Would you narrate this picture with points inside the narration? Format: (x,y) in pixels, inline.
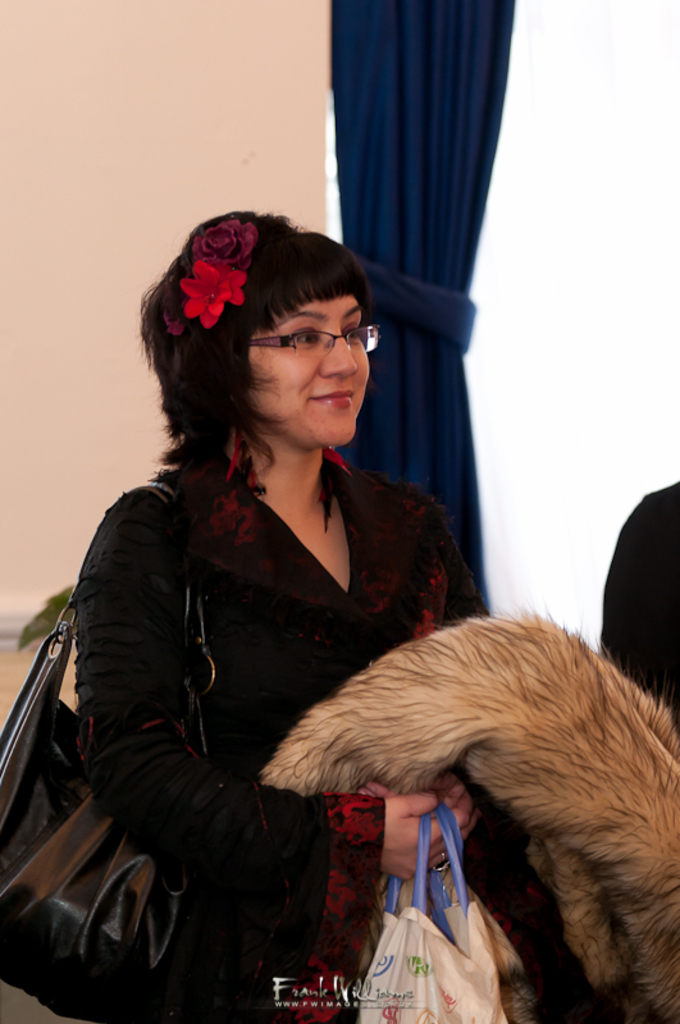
The girl (119,714) in the black dress (257,677) is wearing black handbag (99,885). She is holding plastic bags (430,910) in her hand (447,777). She is wearing spectacles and she is smiling. Behind her, we see a window (492,278) and a curtain (440,192) in blue color. Beside that, we see a white wall (108,367).
